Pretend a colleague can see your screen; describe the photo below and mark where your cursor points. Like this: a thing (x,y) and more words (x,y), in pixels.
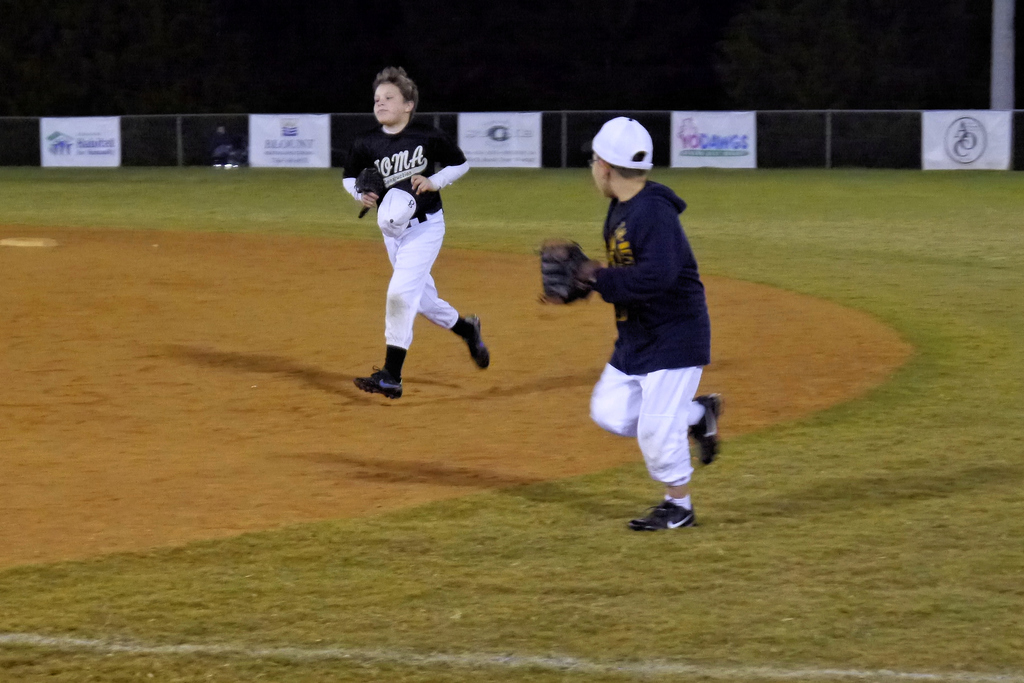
In this picture I can see the ground (26,554) on which I can see 2 boys (369,200), who are jerseys (448,141) and in the background (437,126) I can see the fencing (801,166) on which there are banners (958,165) and I see something is written on it. On the top of this picture (603,45) I see that it is dark. On the top right corner (1006,100) I can see a pole (997,78). On the bottom of this picture (258,652) I can see a white line (81,642).
